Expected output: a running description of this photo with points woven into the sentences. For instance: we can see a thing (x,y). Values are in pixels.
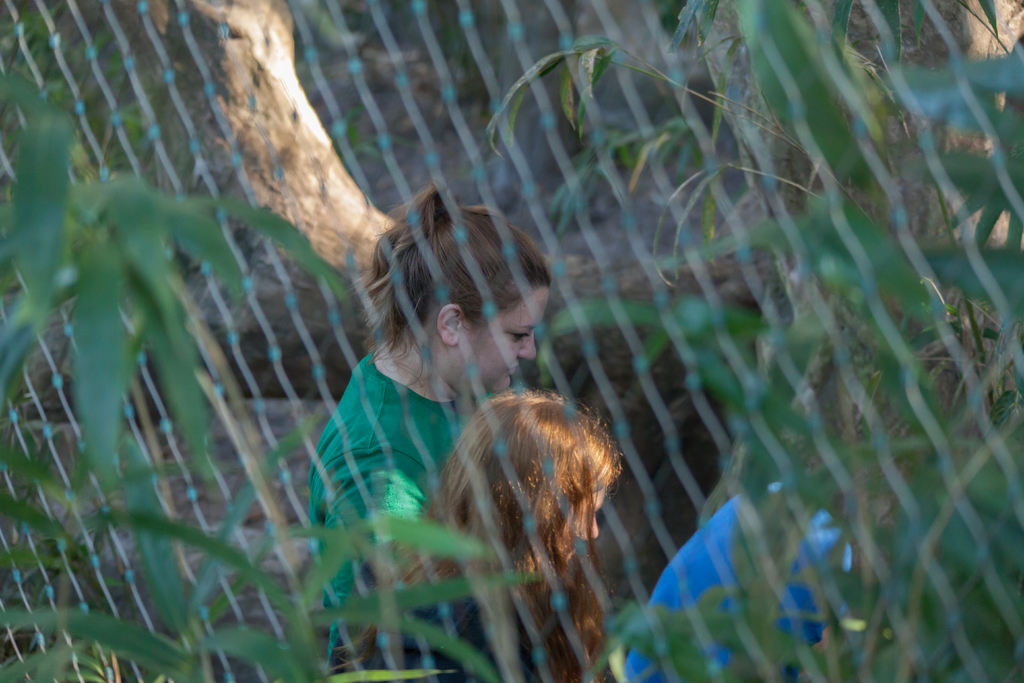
In this picture we can see net (776,203) and some leaves (836,282) in the front (486,542), there are three persons (487,379) in the background (470,410).
